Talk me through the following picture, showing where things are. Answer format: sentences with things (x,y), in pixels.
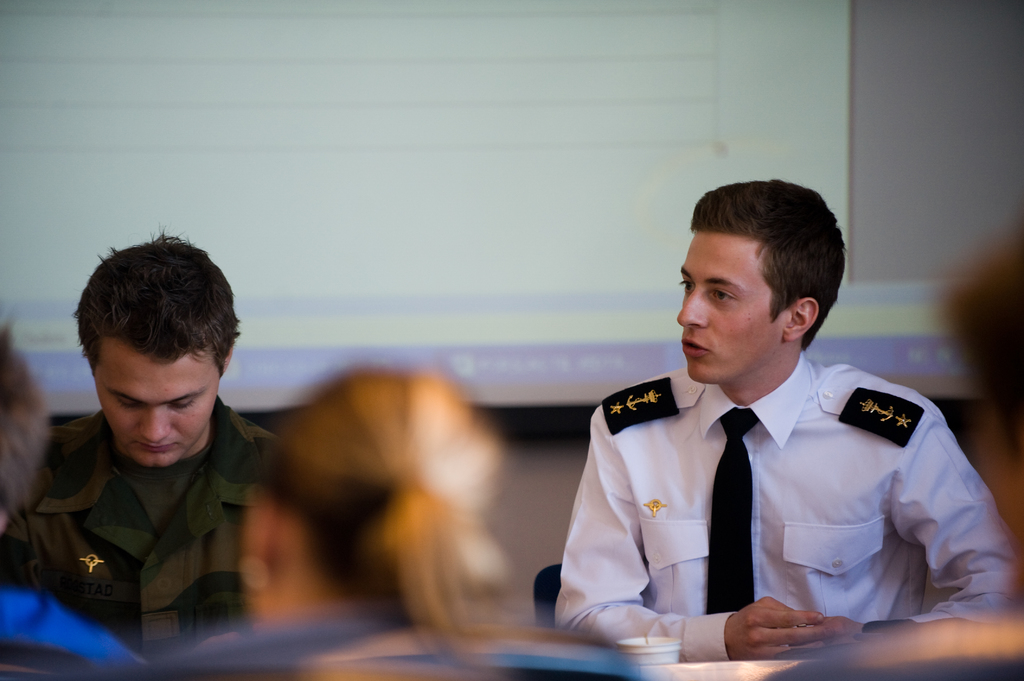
The person (819,530) wearing white dress (791,498) is sitting in the right corner (785,477) and there is another person (220,447) sitting beside him and there are few other persons (443,612) sitting in front of them and there is a projector (481,241) which displayed a picture (401,163) on it in the background (491,143).
